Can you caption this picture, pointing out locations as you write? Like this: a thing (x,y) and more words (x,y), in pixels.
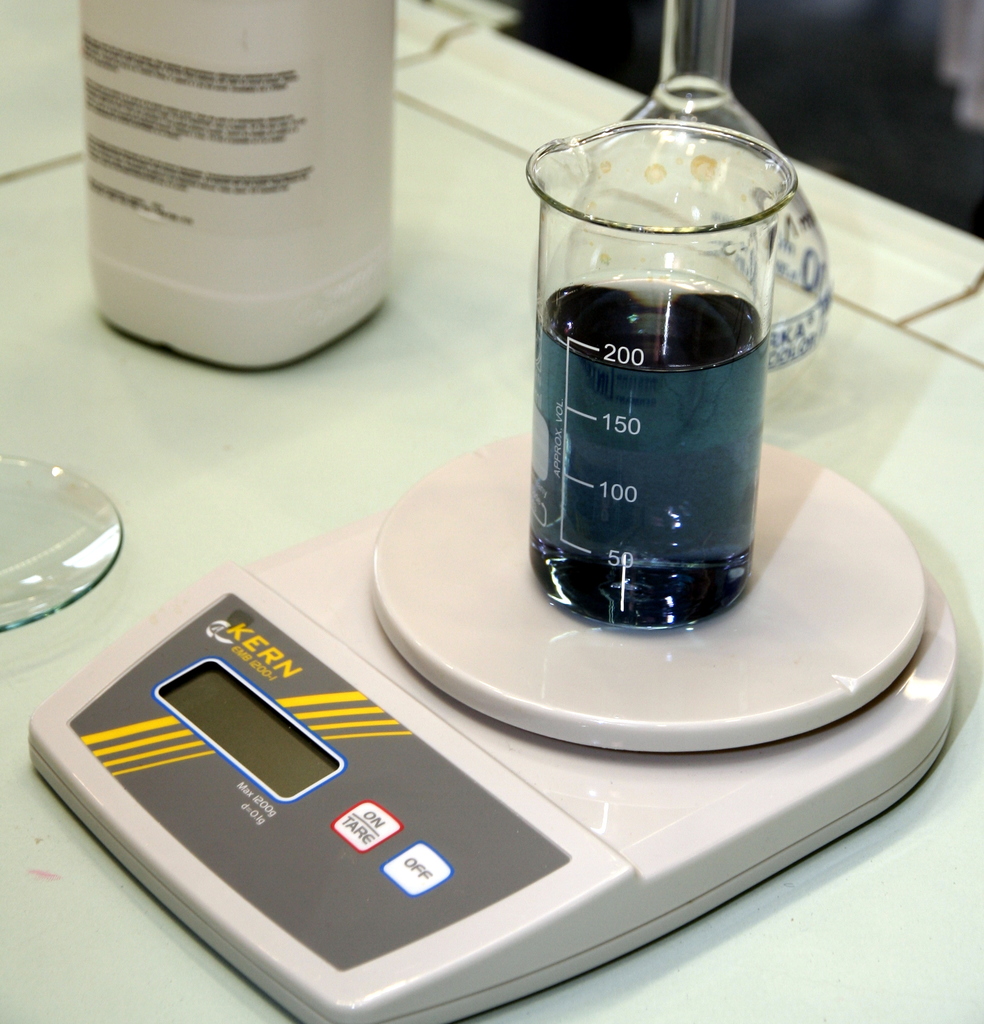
In this picture we can see the platform (262,468) and on this platform (272,494) we can see a glass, beaker (571,609) and some objects (790,749).
